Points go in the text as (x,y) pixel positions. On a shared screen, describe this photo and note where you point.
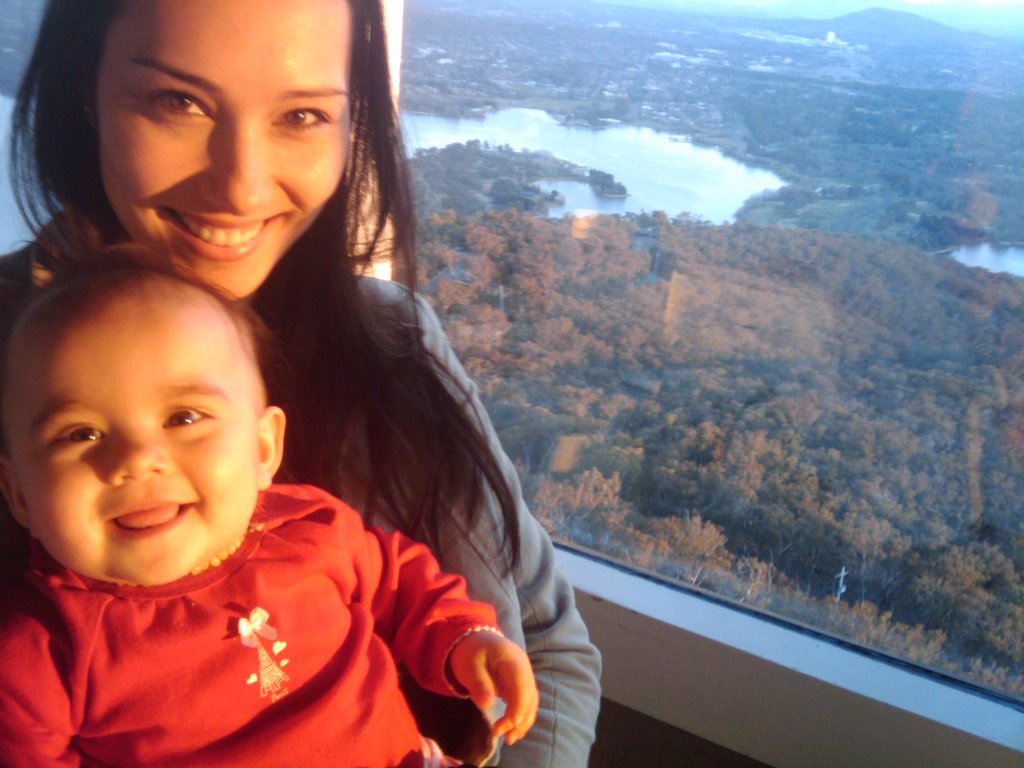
In the image there is a lady (447,484) smiling and on her there is a baby (280,586). Beside them there is a glass door (957,356). Behind the glass door (939,275) there are many trees (749,298) and also there is water (639,160).
